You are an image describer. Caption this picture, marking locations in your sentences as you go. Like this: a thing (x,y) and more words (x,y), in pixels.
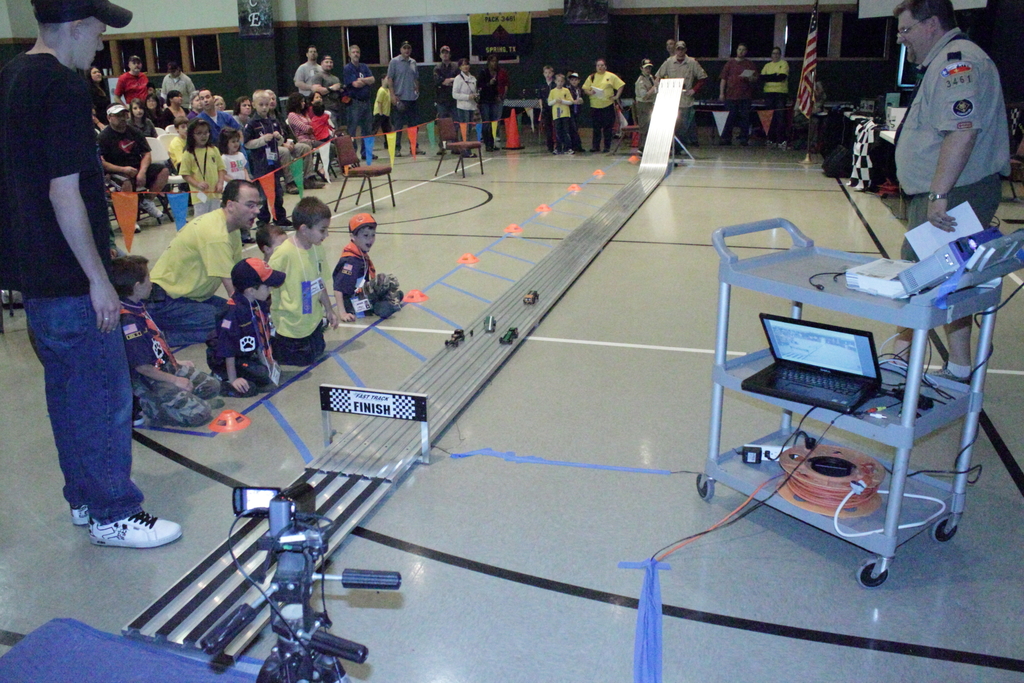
In this picture we can see some people (203,127) standing and some people (117,131) sitting on chairs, there are four kids (270,296) sitting in the front (317,331), on the right side (851,428) there is a rack (864,435), we can see a laptop (838,388), a bundle of wire (844,460) on the rack (829,420), we can see an indoor car race (652,162) in the middle (587,236), we can see a race track (573,273), there is a camera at the bottom (322,537), in the background (503,36) we can see a flag (810,73), a board (514,57) and a cloth (522,44), we can see ribbon (480,136) on the left side (253,180).
